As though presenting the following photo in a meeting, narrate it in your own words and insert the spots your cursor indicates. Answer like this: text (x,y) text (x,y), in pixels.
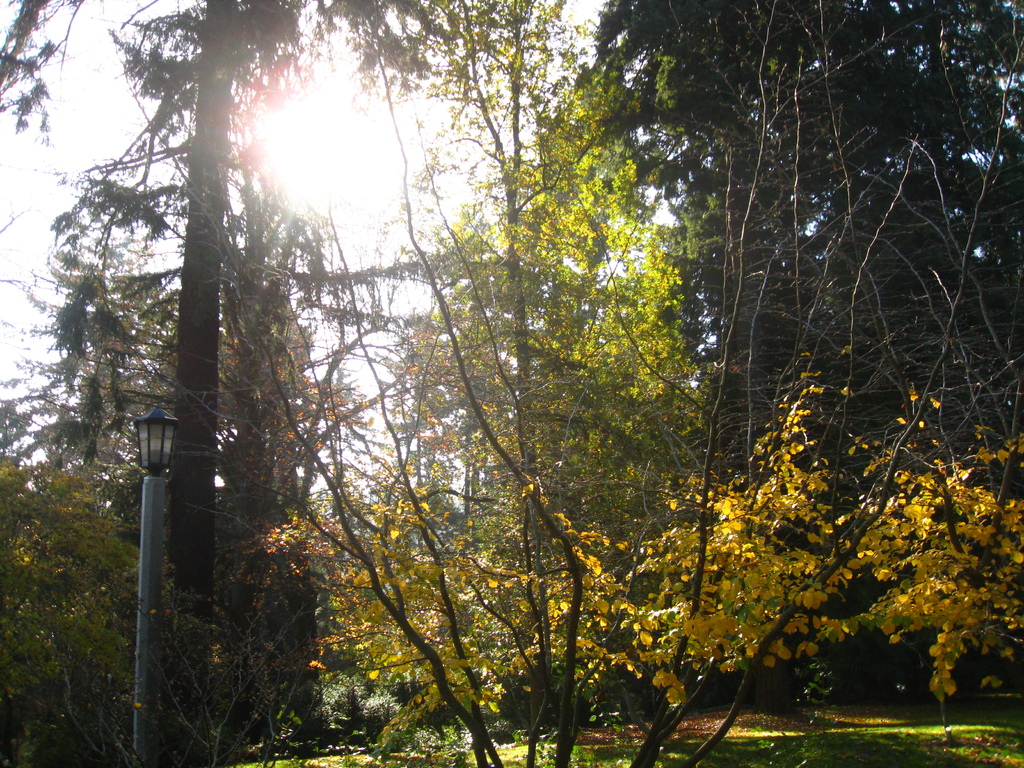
In the image I can see some trees (330,442), plants (32,572) and a pole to which there is a lamp (147,443).
